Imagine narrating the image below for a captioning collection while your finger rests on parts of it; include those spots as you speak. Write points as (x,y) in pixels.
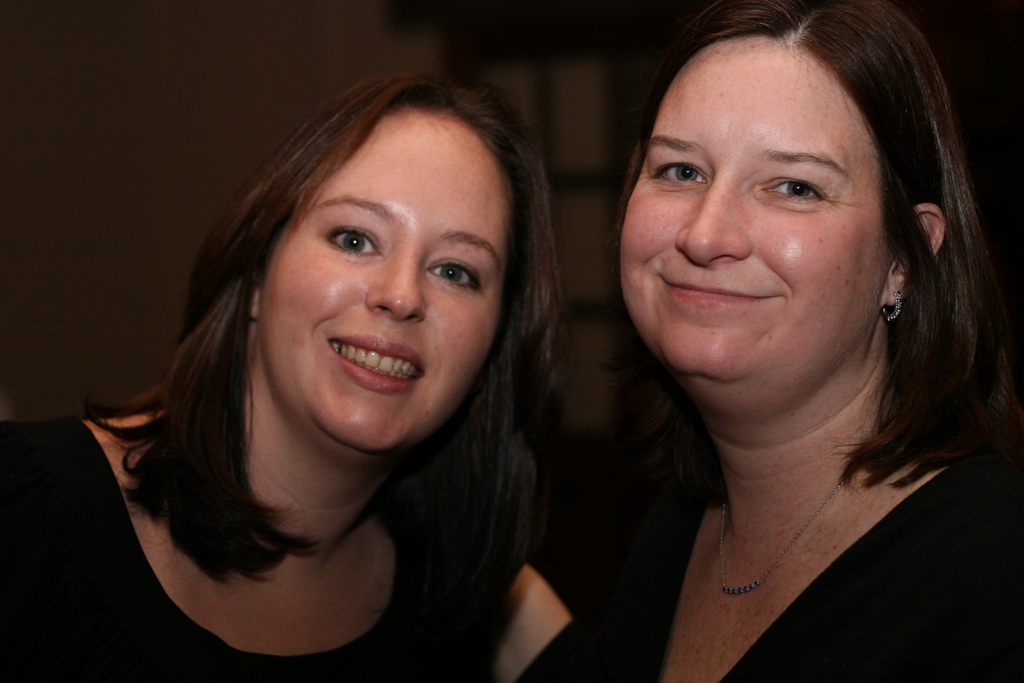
This picture shows couple of women (416,386) with a smile (371,359) on their faces (663,323), Both of them wore black color dresses (618,599).
